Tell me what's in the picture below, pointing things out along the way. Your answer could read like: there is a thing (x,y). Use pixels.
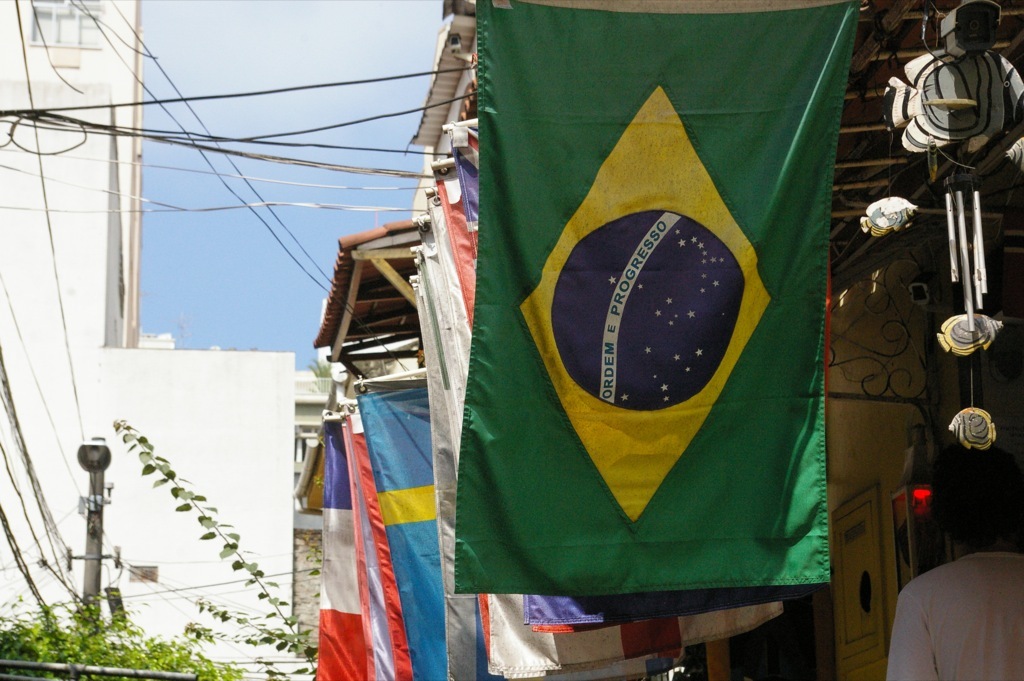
In this picture we can see flags (362,484) hanging to an object (463,125). On the left side of the image (253,476), there are trees (51,658), cables (13,142) and buildings (80,518). In the bottom right corner of the image (1005,603), there are some objects (867,667) and a person (943,589). At the top of the image (308,104), there is the sky (279,105).
